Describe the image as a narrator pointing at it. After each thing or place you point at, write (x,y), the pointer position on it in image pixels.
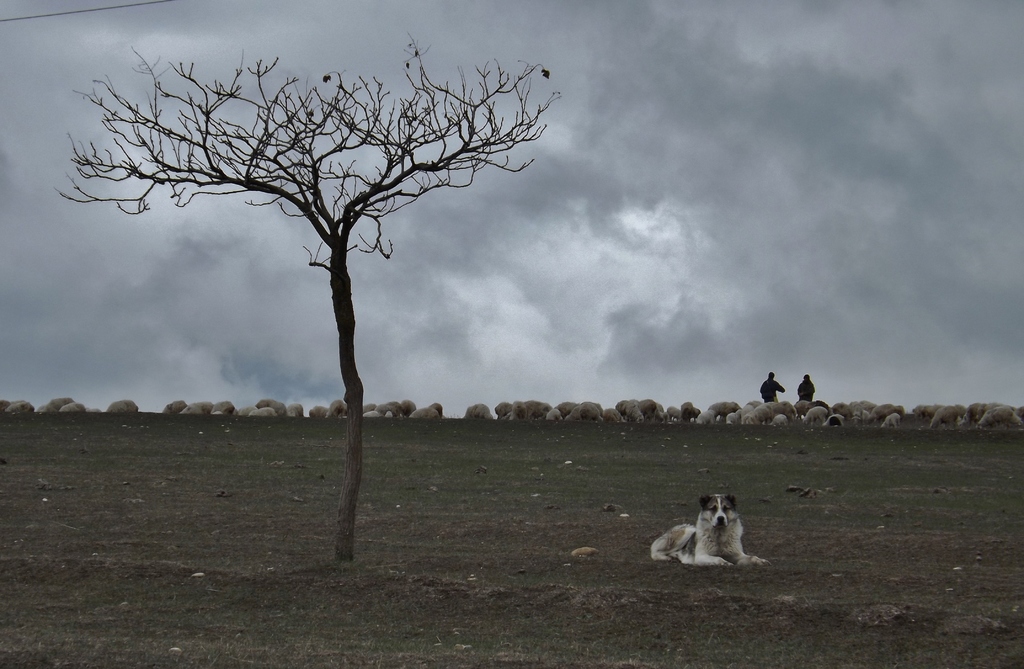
In this picture there is a tree (357,381) which has no leaves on it and there is a dog (720,534) sitting beside it and there are many sheep (577,411) and two persons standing in the background (573,400) and the sky (591,150) is cloudy.
